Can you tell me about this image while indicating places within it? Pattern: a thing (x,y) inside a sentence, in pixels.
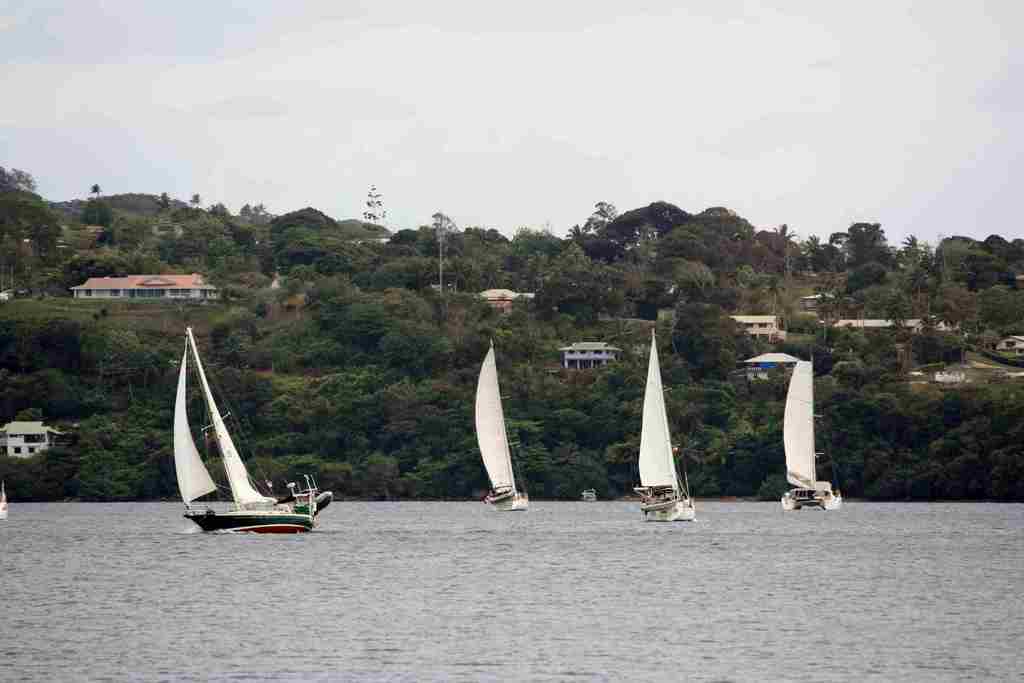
At the bottom of the image (410,622) there is water (304,585). On the water (462,516) there are boats (244,525) with clothes (206,485), rods (230,474) and ropes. Behind them there are many trees (371,330) and there are few buildings (913,324). At the top of the image (488,97) there is sky (416,111).
